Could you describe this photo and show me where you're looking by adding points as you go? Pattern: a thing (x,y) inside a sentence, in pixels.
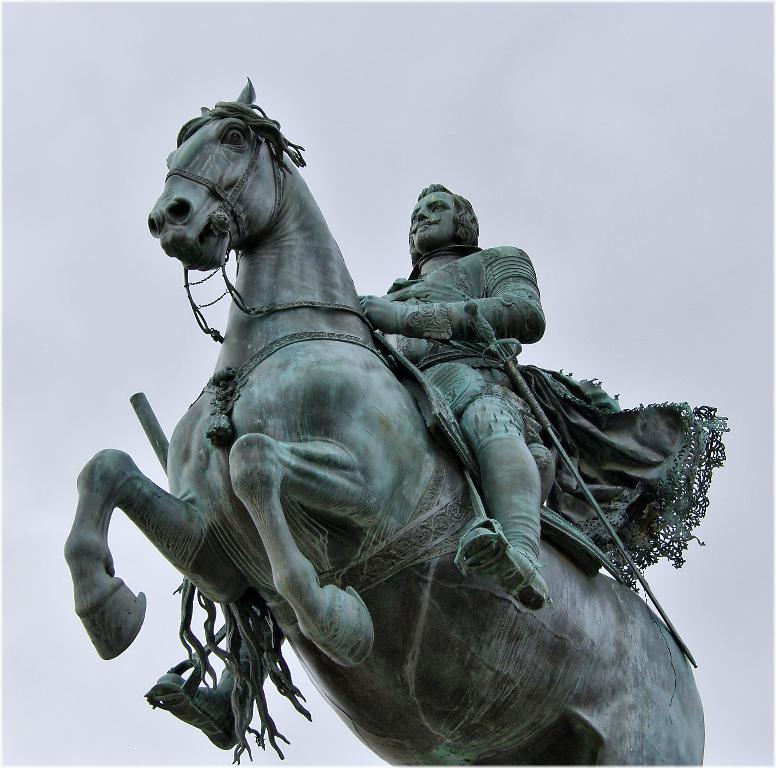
In this picture we can see statue (418,476) of a horse (364,339) and a man (473,286).
